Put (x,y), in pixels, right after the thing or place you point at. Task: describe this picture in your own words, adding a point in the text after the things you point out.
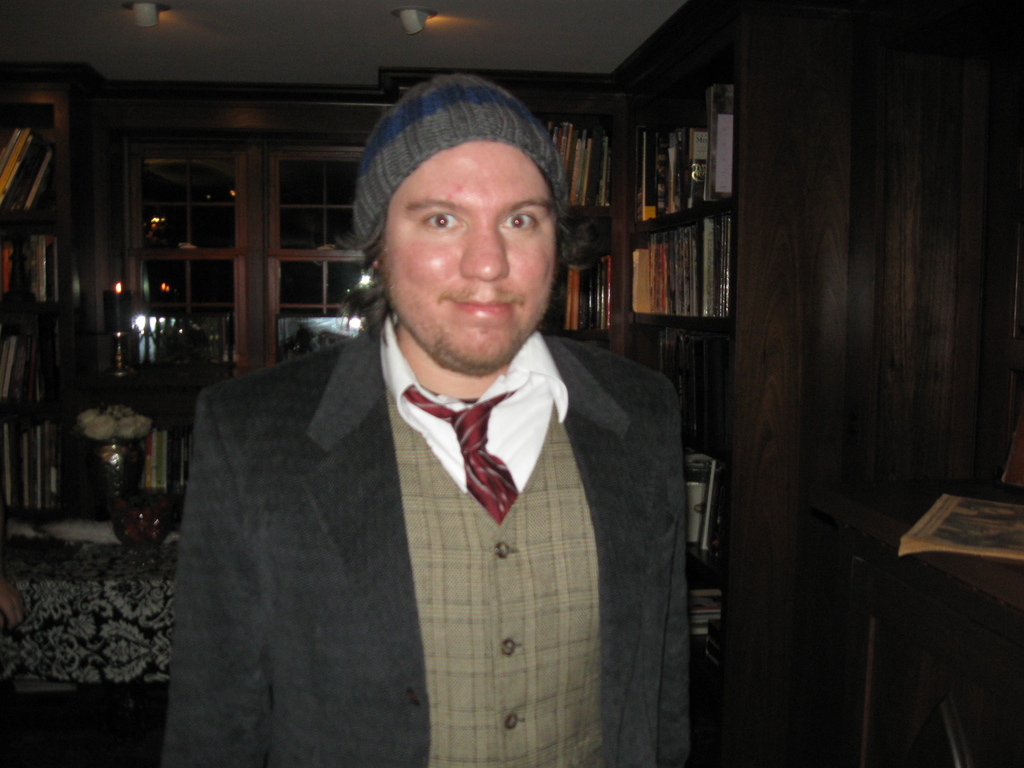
In this picture I can see a man (385,544) standing and smiling, and in the background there are lights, a window (297,177), flower vase (123,497), tablecloth (107,596) and there are books (13,166) in the racks (615,154).
